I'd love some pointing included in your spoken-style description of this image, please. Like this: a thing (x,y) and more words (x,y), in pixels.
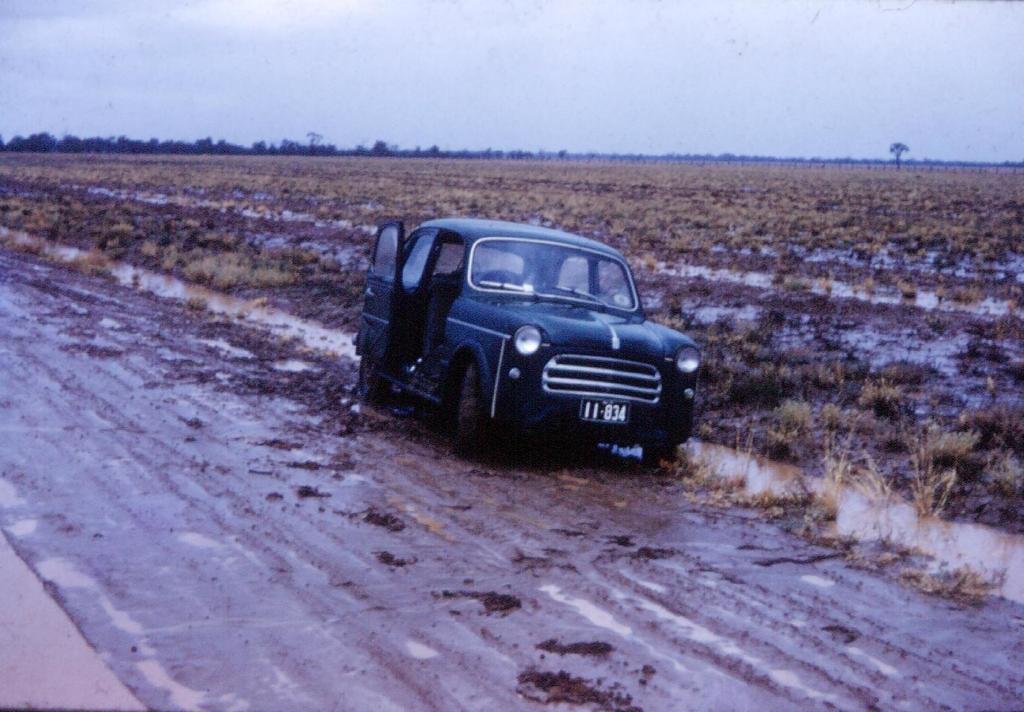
In this image we can see a car (608,352) on the road (666,559). Here we can see muddy water (950,527) on the road (351,374), farmland (538,205), trees (73,141) and the sky (530,33) in the background (263,55).
